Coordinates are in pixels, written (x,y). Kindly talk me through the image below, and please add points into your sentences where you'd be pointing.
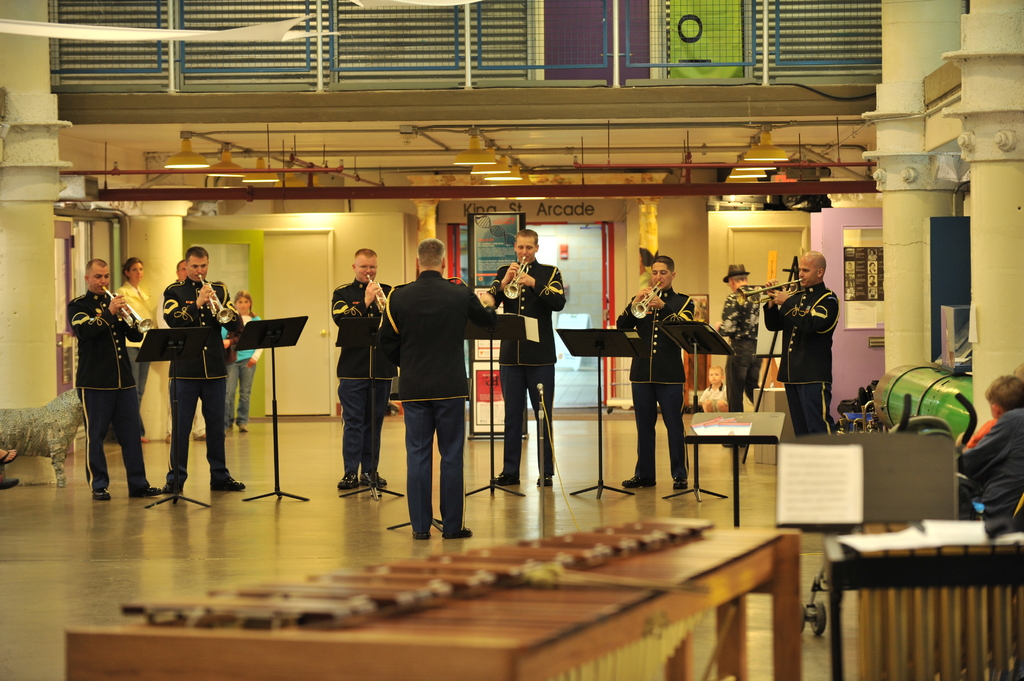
In this image I can see there are few persons (206,367) holding the musical instruments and playing a music and backside there are few persons (239,302) watching the performance of the musicians (514,418) and I can see the wall (604,214) in the middle (353,235), on right side (1013,397) I can see a person (981,440) and at the bottom (108,635) I can see a marimba (638,601).
